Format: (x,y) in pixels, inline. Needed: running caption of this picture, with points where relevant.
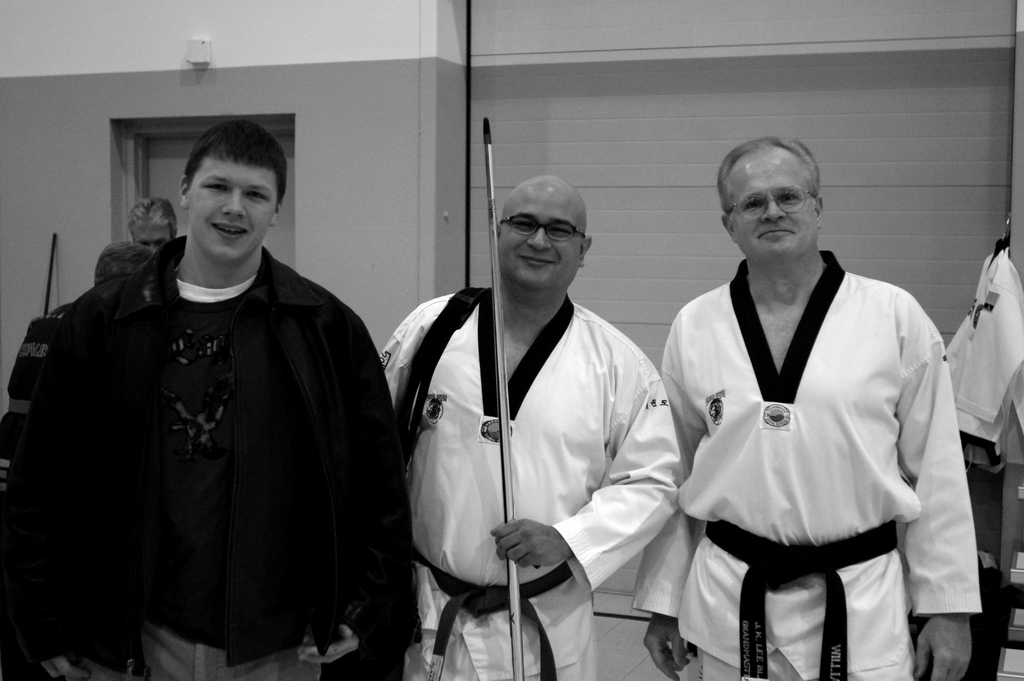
In this image I can see five persons (783,273) are standing on the floor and one person (590,551) is holding a rod (508,518) in hand (537,523). In the background (221,120) I can see a wall (374,142) and window (146,169). This image is taken in a hall (655,179).
